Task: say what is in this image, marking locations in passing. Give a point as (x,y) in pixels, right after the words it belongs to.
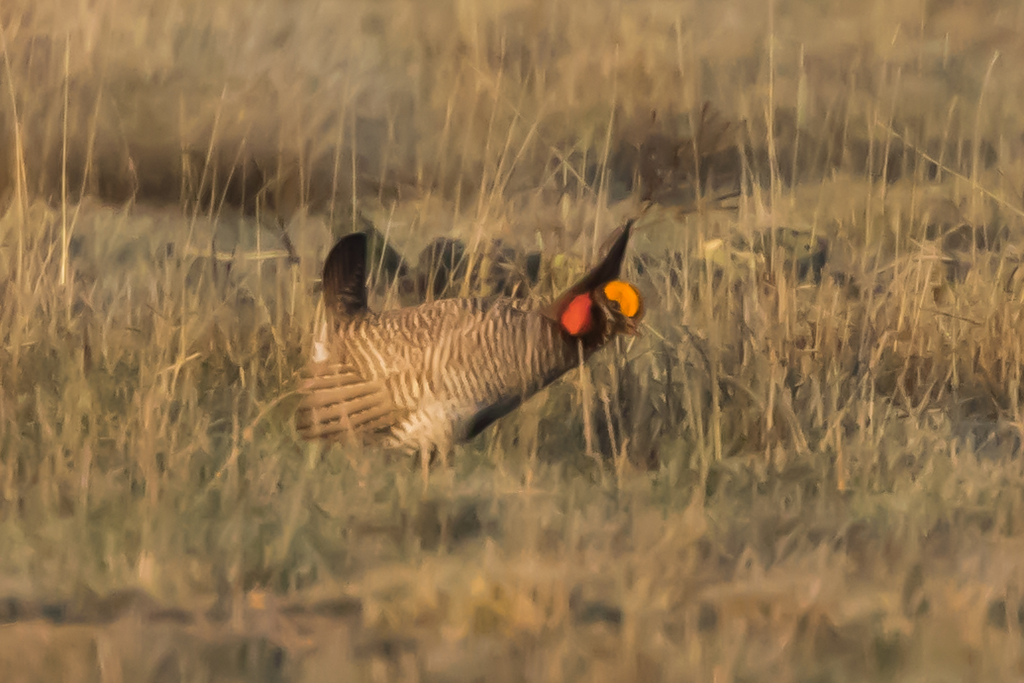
In this image there is a cock (432,353) on the surface (405,554) of the grass (638,477).
